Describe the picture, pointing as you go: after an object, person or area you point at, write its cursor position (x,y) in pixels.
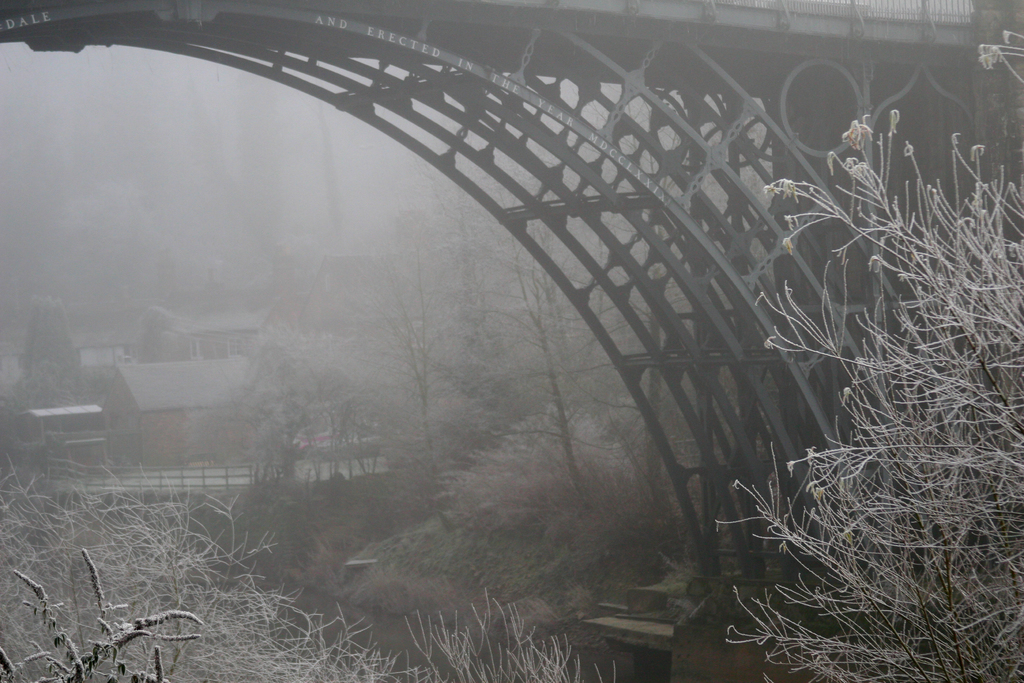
In this picture there is the water (325,605) at the bottom (344,626), there are trees (911,511) on either side of this image. On the right side (693,205) it looks like a bridge (303,15), in the background (113,356) there are houses (258,326).
